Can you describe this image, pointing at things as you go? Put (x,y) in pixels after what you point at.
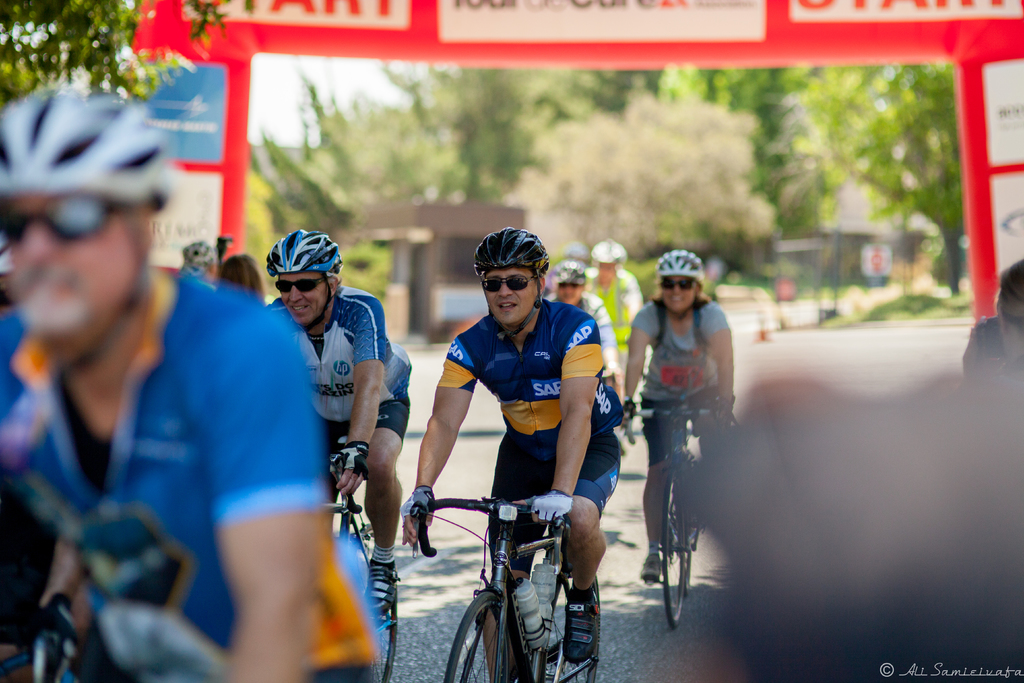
people (188,401) are riding bicycles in a race. they are wearing glasses (492,282) and helmet (319,249). behind them there is a hoarding (769,24) which is red colored. at the back (200,26) there are trees (450,139).
